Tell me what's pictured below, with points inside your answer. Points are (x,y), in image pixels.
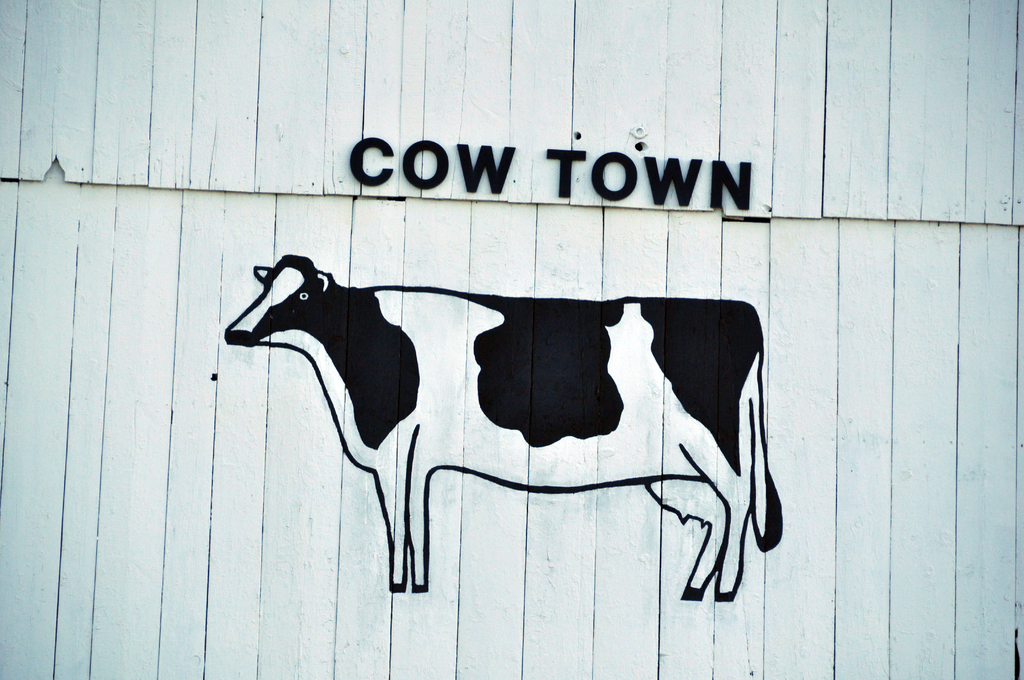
In this image, we can see a wall (691,255), on the wall (893,660), we can see a painting (445,333) of a cow (639,422) and some text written on it.
